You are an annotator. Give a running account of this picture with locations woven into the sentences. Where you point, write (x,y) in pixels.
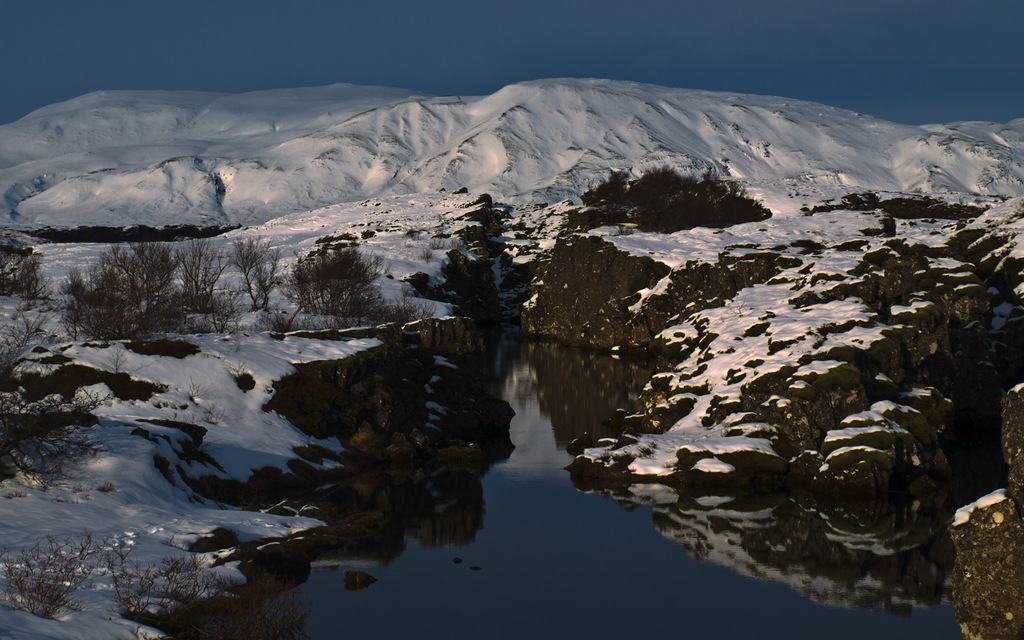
In this image I can see the water (449,598). I can see the plants (222,298). I can see the hills (405,147) with snow (466,145). At the top (671,35) I can see the sky (360,44).
